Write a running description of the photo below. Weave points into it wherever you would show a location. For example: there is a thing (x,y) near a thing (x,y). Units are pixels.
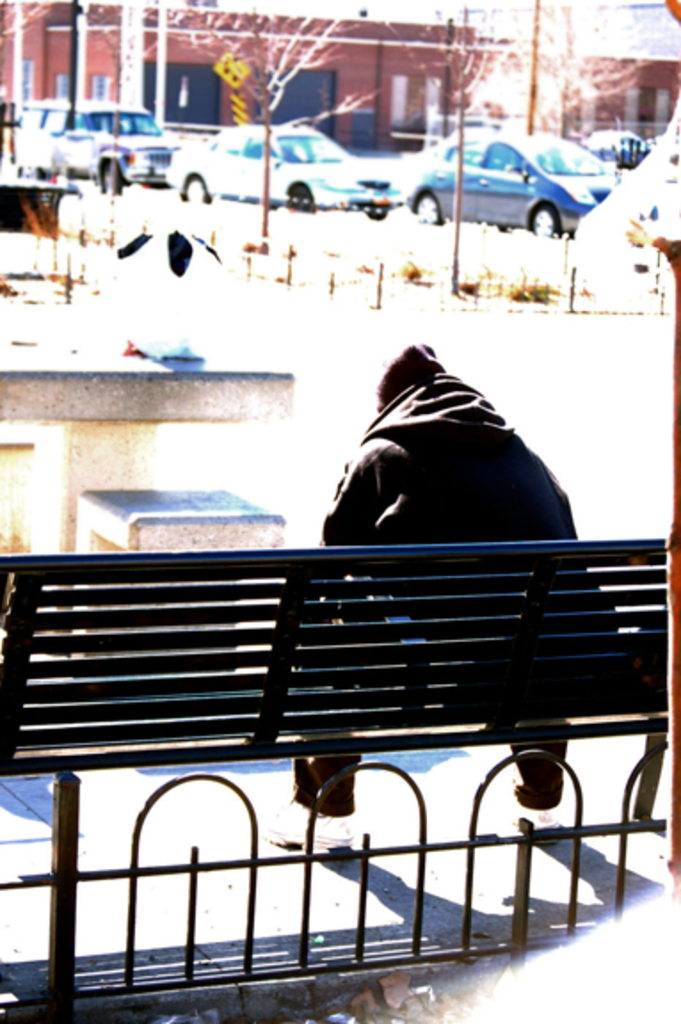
In the image there is a person (331,538) sitting on a bench (539,558) and in front of him there is a fencing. Behind the fencing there are cars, trees (273,105) and a building (92,66).
